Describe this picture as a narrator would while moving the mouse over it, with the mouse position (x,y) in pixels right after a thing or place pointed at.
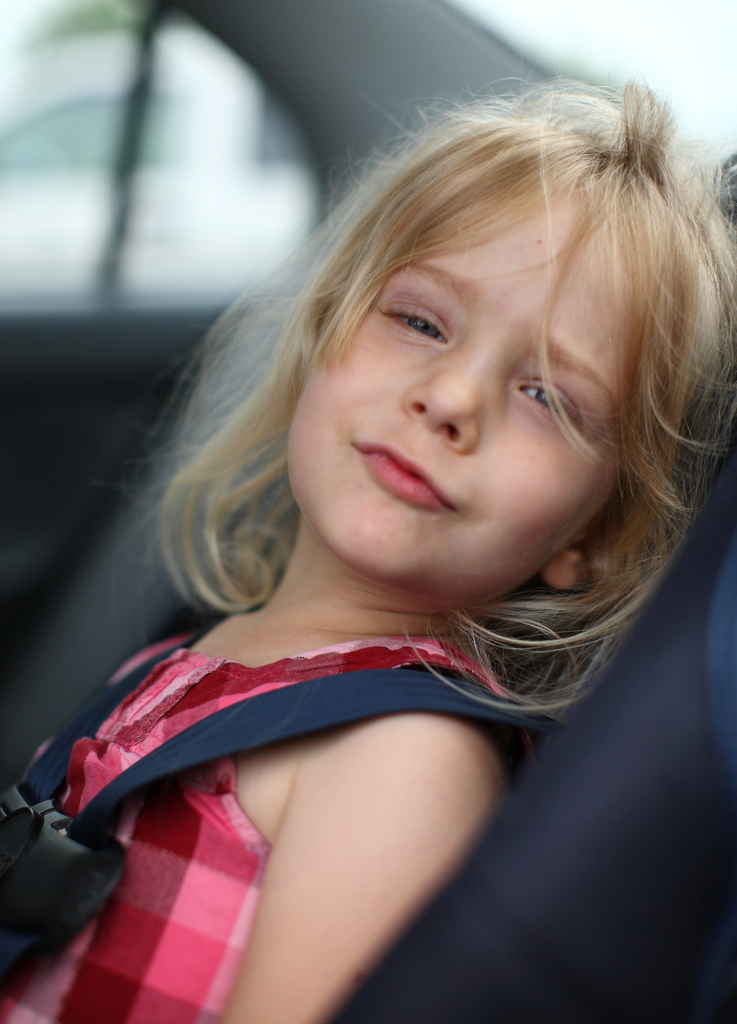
In this image we can see one girl (62,961) with a smiling face (569,219) sitting in the vehicle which looks like a car (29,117), one white object (82,112) in the background (81,114) and the background (92,115) is blurred.
